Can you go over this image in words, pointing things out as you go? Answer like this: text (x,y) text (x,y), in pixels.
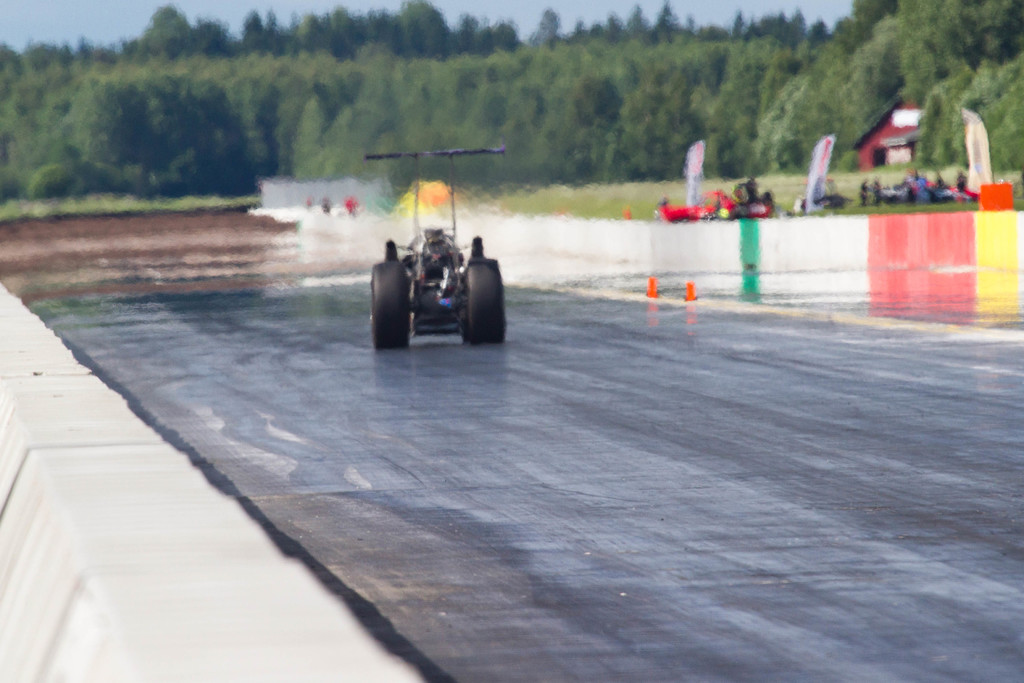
In this picture I can see a vehicle (466,271) in the middle (497,284) on the right side (749,213) those look like the vehicles (899,193), there is a house (883,144). In the background (438,127) there are trees (414,134), at the top (75,25) there is the sky (91,25).
